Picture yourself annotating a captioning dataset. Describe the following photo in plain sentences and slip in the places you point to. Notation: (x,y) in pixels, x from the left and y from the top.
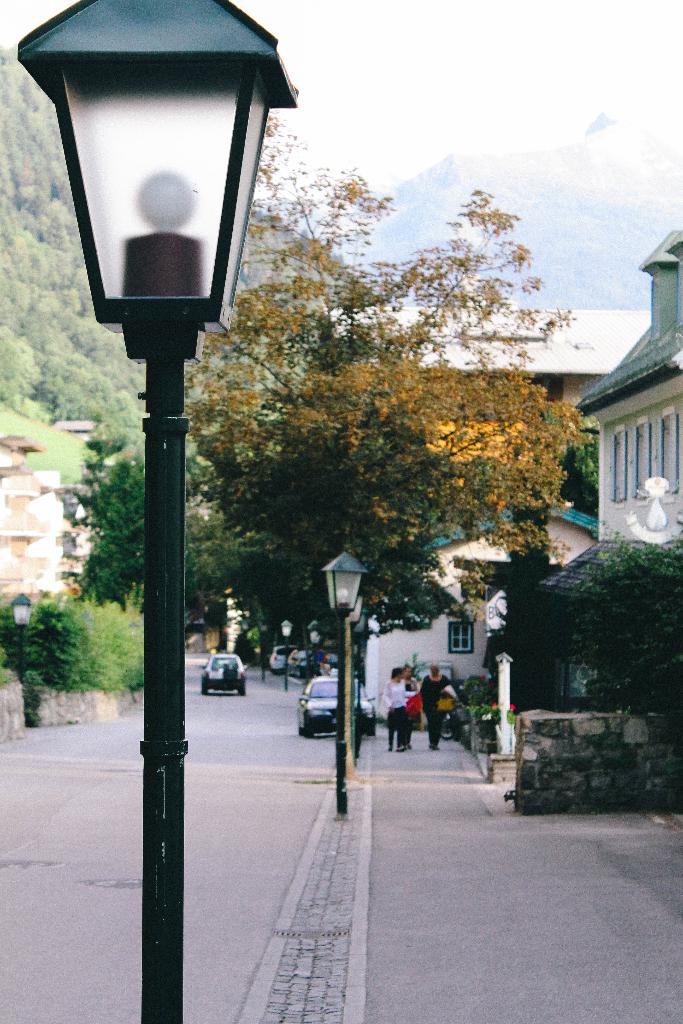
In this picture there are group of people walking on the footpath (478,880) and there are poles (342,727) on the footpath (475,890). At the back (652,461) there are buildings (8,557) and trees (36,621) and there are trees (8,176) on the mountain (56,435) and there are vehicles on the road (17,952). At the top (292,119) there is sky (346,113). At the bottom (98,795) there is a road (193,805).
